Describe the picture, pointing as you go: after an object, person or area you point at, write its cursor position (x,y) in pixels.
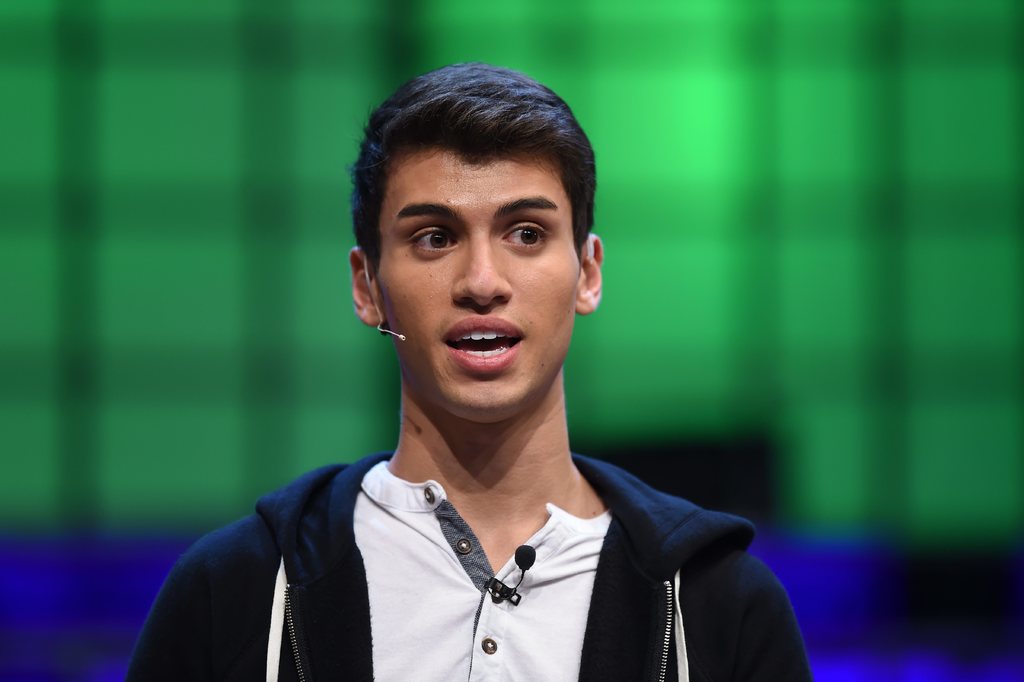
In this picture we can see a man (514,498) is speaking something, he wore a jacket (605,630), we can see a microphone (524,565) on his t-shirt (507,579), there is a blurry background (701,233).
